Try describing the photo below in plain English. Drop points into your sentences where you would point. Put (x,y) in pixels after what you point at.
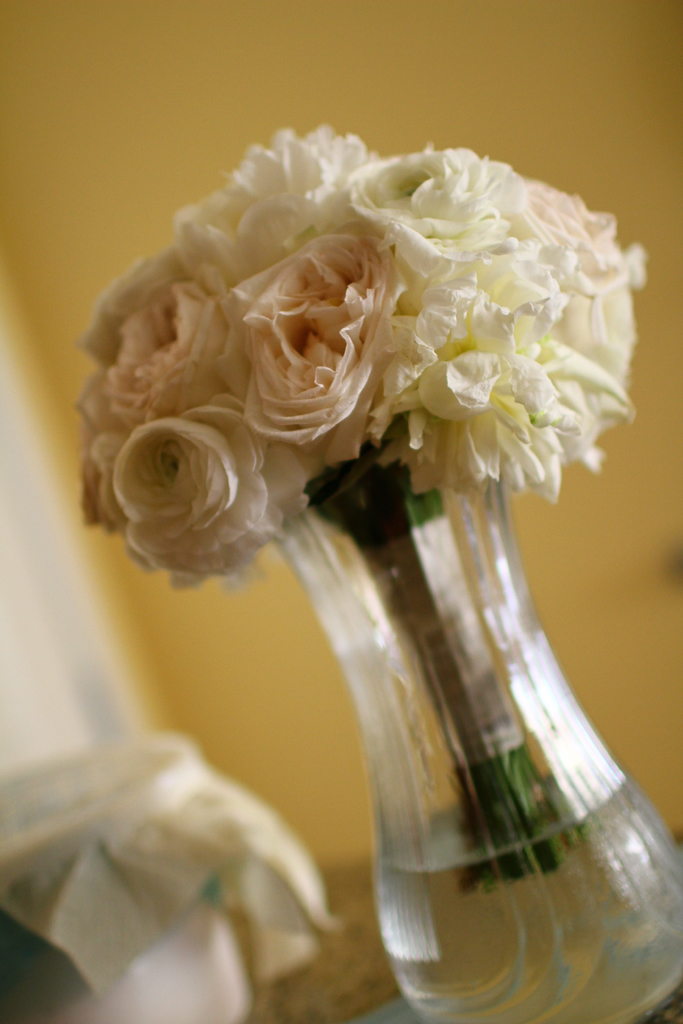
In this picture we can see a flower vase (485,843) in the front (475,826), there is some water (575,905) and flowers (406,415) present in the vase (535,908), in the background (124,131) there is a wall (130,125), we can see a blurry background (152,124), at the left bottom (169,941) there is a box (140,950).
